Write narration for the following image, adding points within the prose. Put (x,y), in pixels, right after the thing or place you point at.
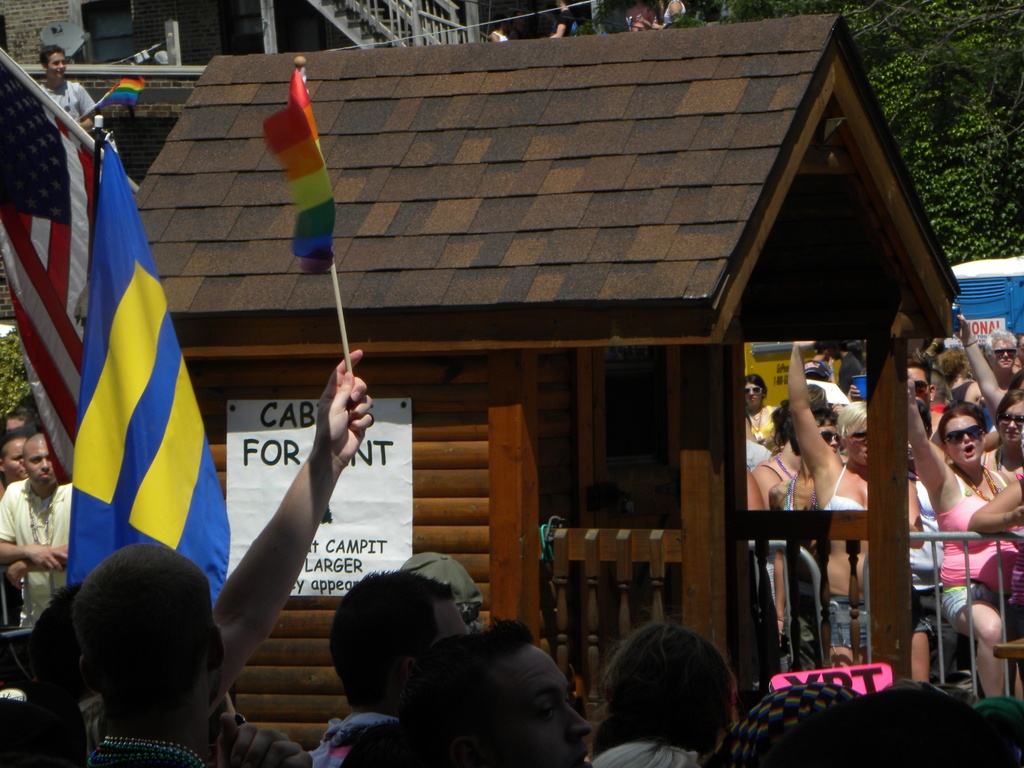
In this picture we can see group of people (865,492) and few people (363,402) holding flags (85,325), in the middle of the image (381,408) we can see a poster (391,434) on the wall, in the background (187,70) we can find few trees (908,28) and a building (194,86).
